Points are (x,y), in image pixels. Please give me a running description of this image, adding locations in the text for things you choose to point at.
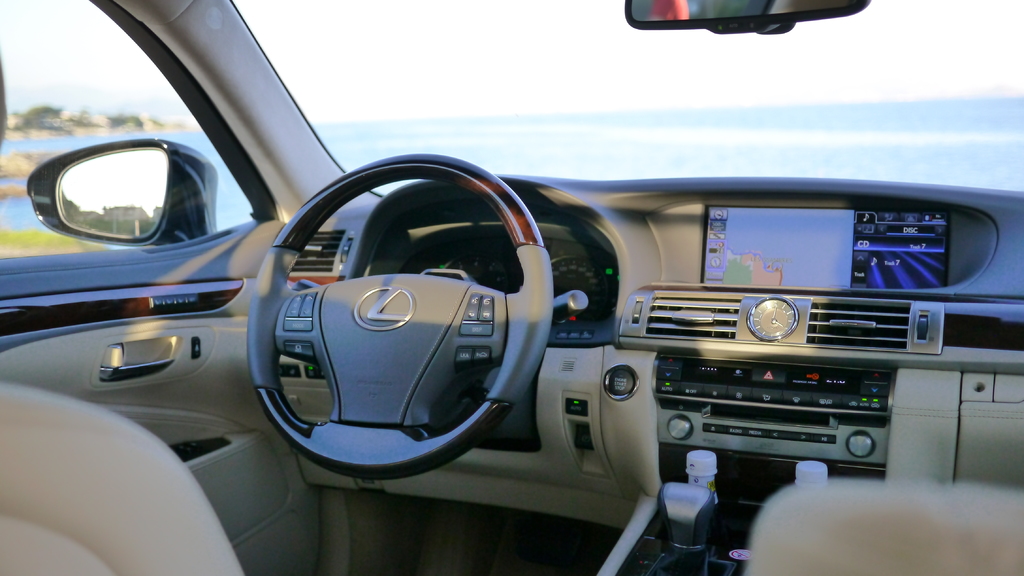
In this image in the center (667,327) there is a dashboard (670,324) and there is a steering (435,354), there is MP3 player (774,402) and there is a rear mirror (726,5). In the front (154,489) there are seats (139,532) which are brown in colour and there are bottles (711,471) in the center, there is a windshield (662,91) and there is a side mirror (179,192). In the background (539,141) there is water (539,127) and there's grass (12,241) on the ground (8,234).
